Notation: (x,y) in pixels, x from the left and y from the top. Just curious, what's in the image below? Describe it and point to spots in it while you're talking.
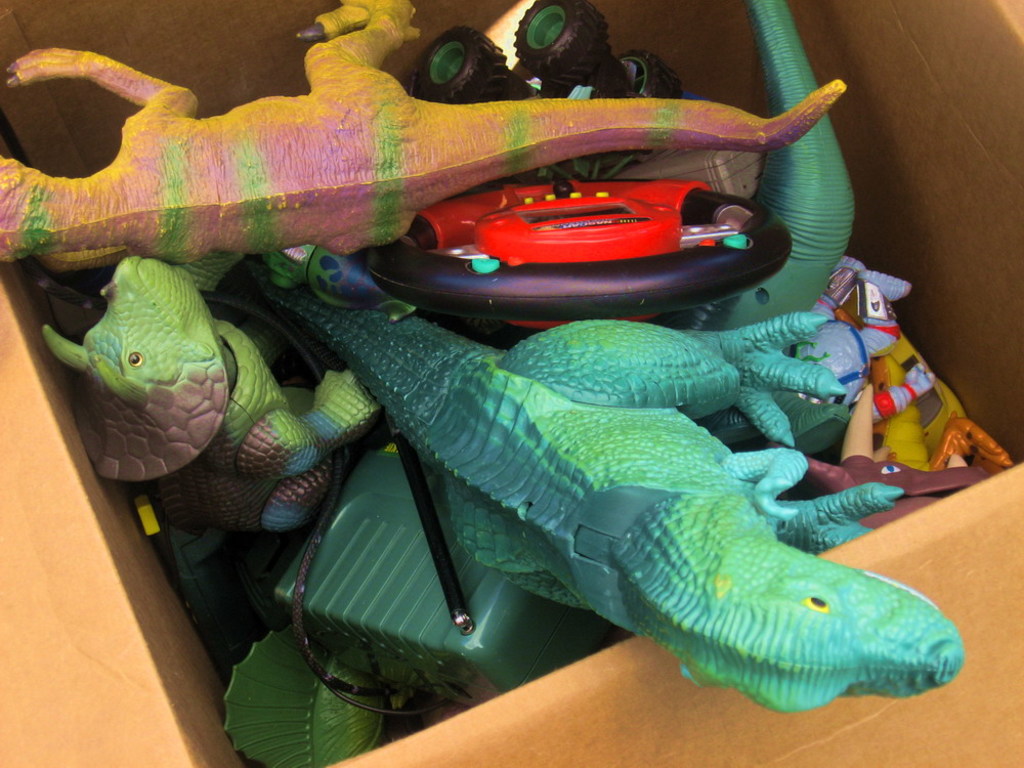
In this image, we can see some toys (612,541) in a cardboard box (391,751).
